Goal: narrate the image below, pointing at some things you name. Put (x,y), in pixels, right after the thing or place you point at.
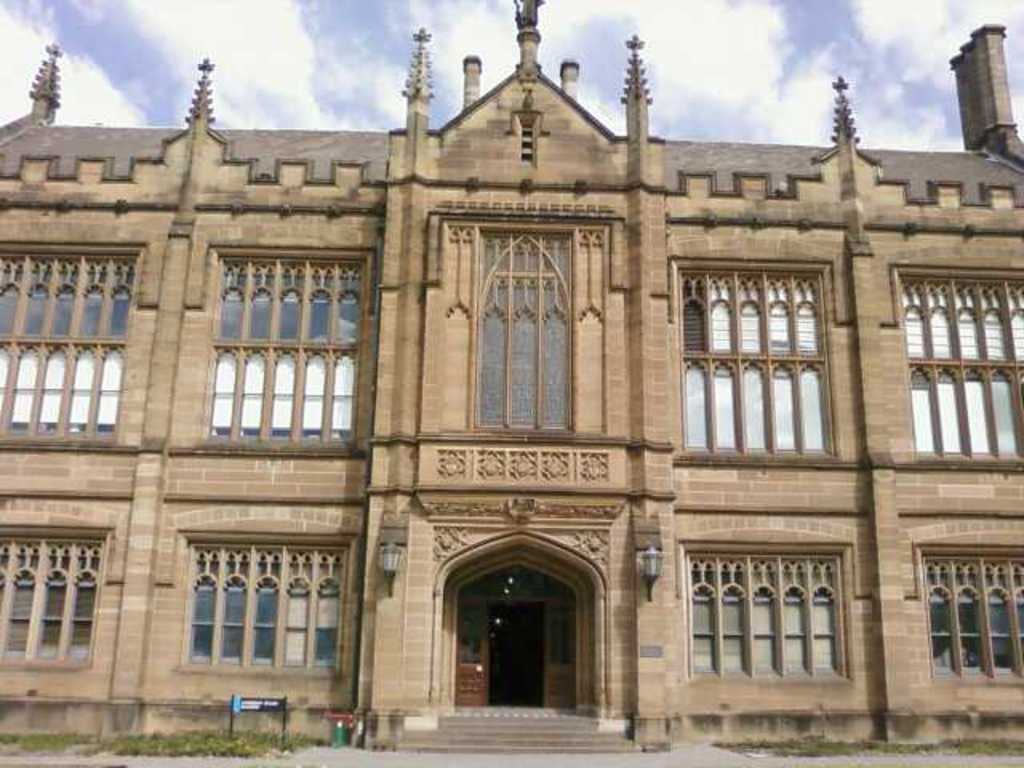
In this image there is a building (428,365) with the glass windows (564,422). At the bottom (500,659) there is a door (560,653). On the floor (115,753) there is some grass (99,739). At the top (332,50) there is the sky (325,47). There is a board (267,703) on the left side (267,703).
